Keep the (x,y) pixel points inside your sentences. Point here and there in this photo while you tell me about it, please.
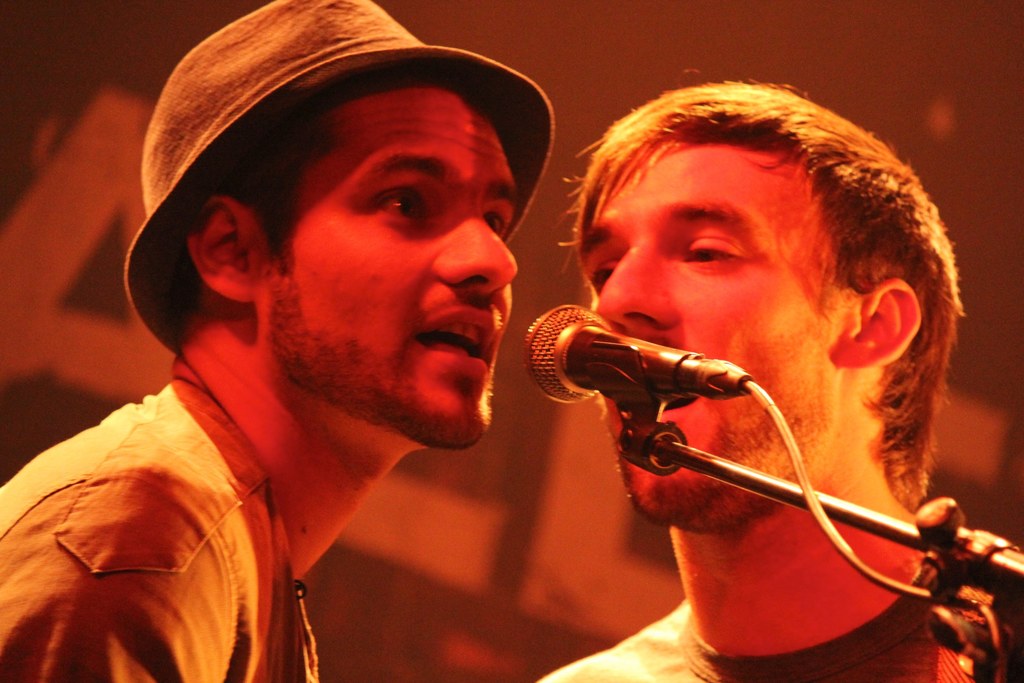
In this picture we can see a person (208,434) wearing a cap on the left side (76,640). There is another person (701,205) visible on the right side (853,469). We can see a microphone (591,363) on a stand (989,630). There is some text (124,110) visible in the background (67,266).
